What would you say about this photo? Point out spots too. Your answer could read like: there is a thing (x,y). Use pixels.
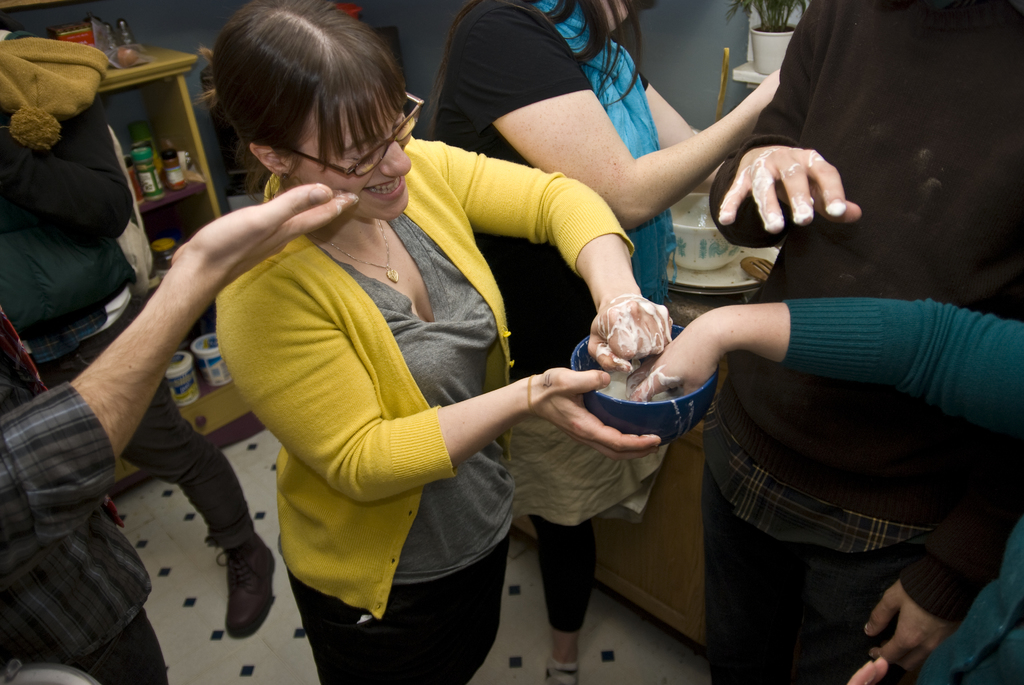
In this image there are a few people (53,294) standing. The woman (451,416) in the center (410,412) is holding a bowl (640,418) in her hand (585,416). They are dipping their hands (638,381) in the bowl (638,378). Behind them there are bowls (696,265) and plates (722,275) on the table (691,305). At the top (768,33) there is a houseplant (761,35). To the left (163,223) there is a wooden cupboard (140,72). There are boxes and bottles (148,137) in the cupboard (148,100).
